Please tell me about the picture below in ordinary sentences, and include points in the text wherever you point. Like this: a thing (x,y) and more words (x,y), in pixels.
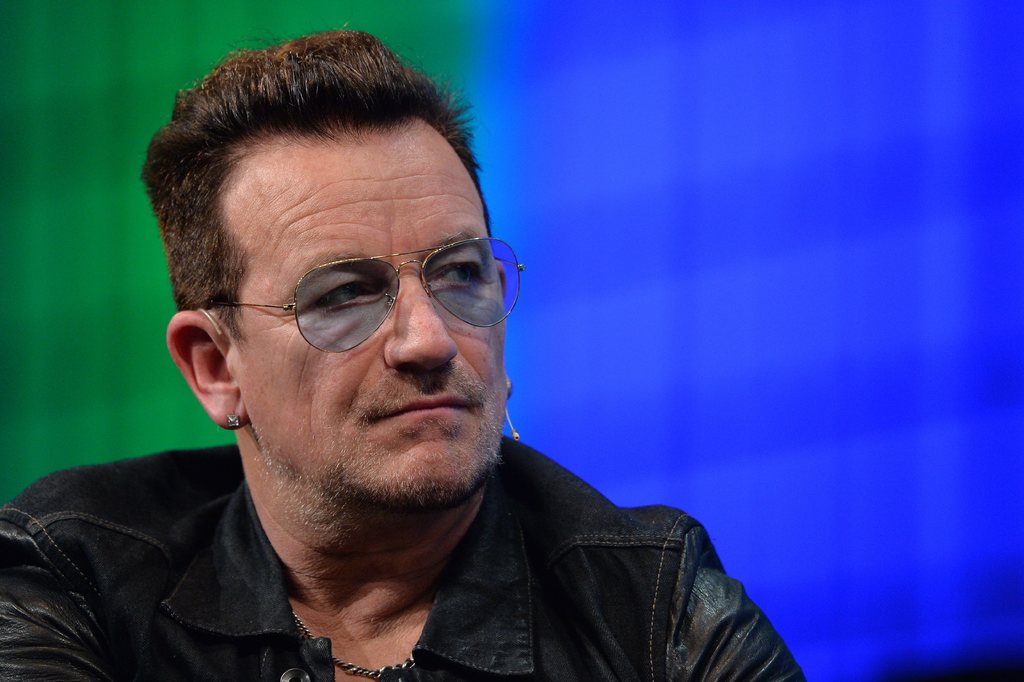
In the foreground of this picture (247,509), there is a man (368,546) in black jacket (514,547) wearing spectacles (307,279). In the background (615,139), we can see blue and green curtain (505,62).
